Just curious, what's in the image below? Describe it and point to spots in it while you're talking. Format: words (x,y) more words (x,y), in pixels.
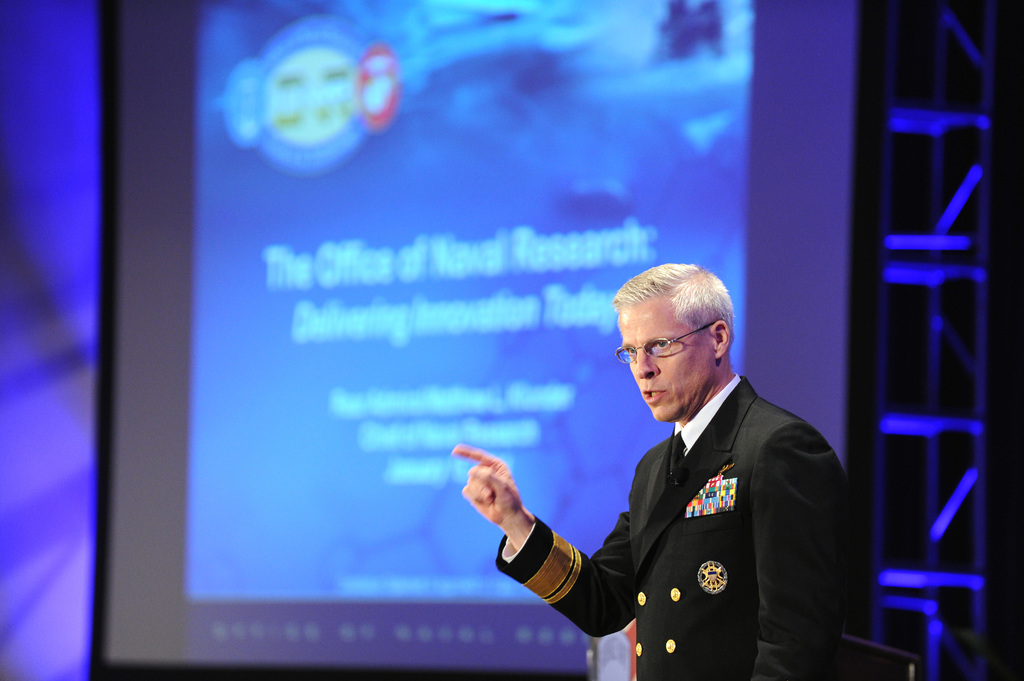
Here, at the right side (705,539) we can see a man (670,539) standing and he is wearing a black color coat (687,565), he is wearing specs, in the background (185,372) there is a powerpoint presentation (307,568).
